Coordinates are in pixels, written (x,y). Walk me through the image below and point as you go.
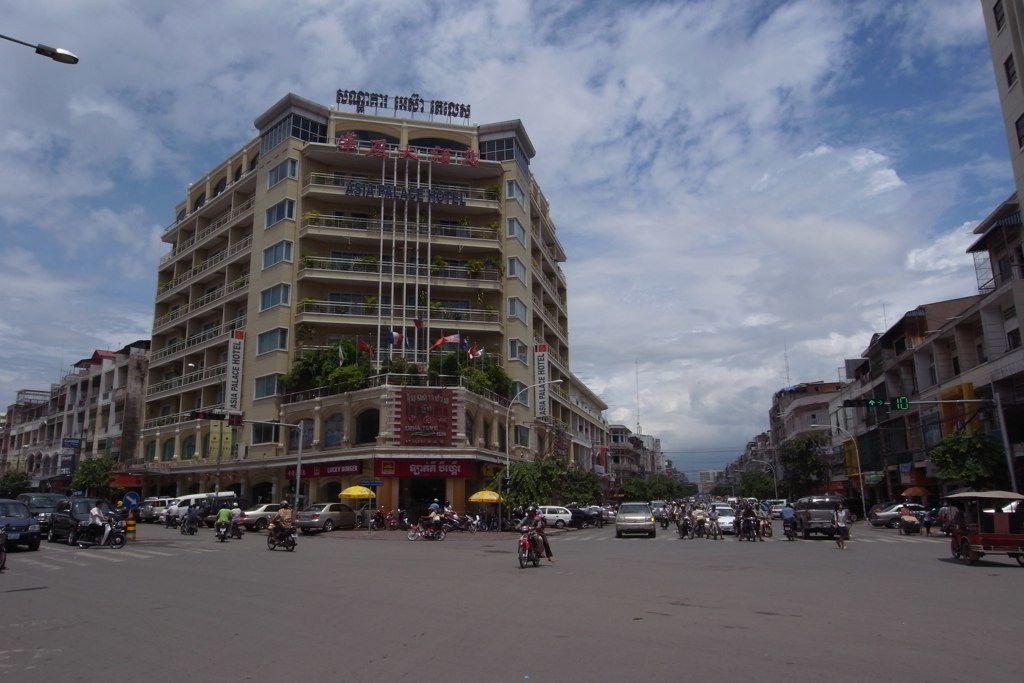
In this picture I can see vehicles (676,520) on the road (284,588), there are group of people (537,529), umbrellas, poles (508,444), lights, flags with the poles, trees (668,478), buildings (519,431), and in the background (1000,179) there is sky (746,134).
